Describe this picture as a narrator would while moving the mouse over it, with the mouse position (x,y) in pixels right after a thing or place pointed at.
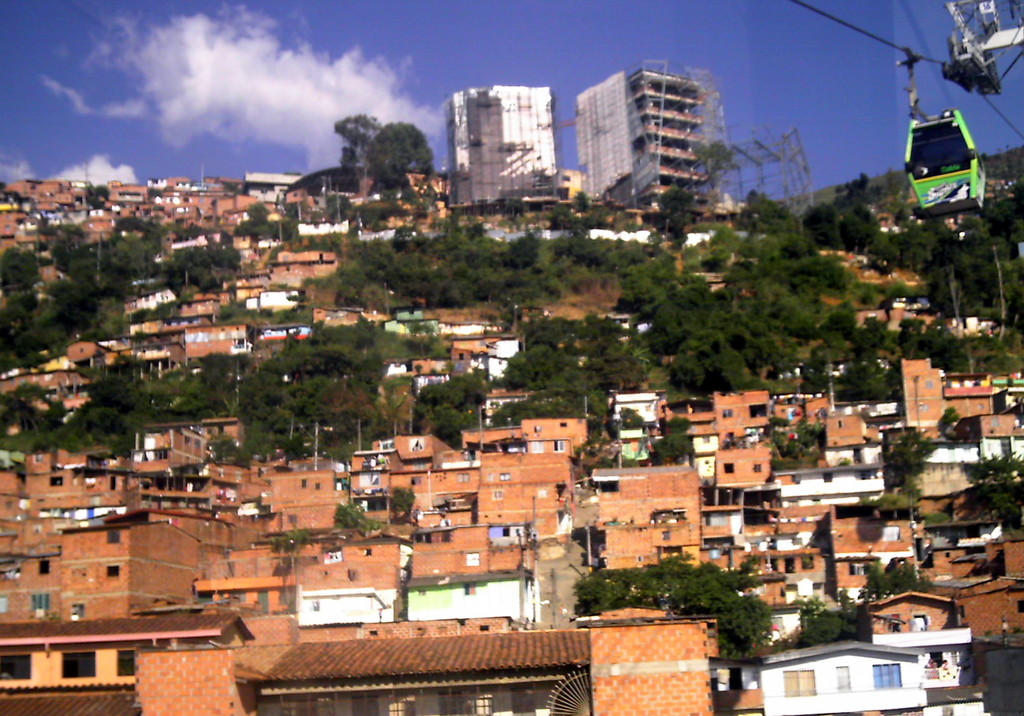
In this picture we can see buildings (554,458), trees (671,447) and poles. In the background of the image (455,38) we can see the sky (366,90) with clouds (365,80). In the top right side of the image (946,139) we can see ropeway cable car (945,120).
